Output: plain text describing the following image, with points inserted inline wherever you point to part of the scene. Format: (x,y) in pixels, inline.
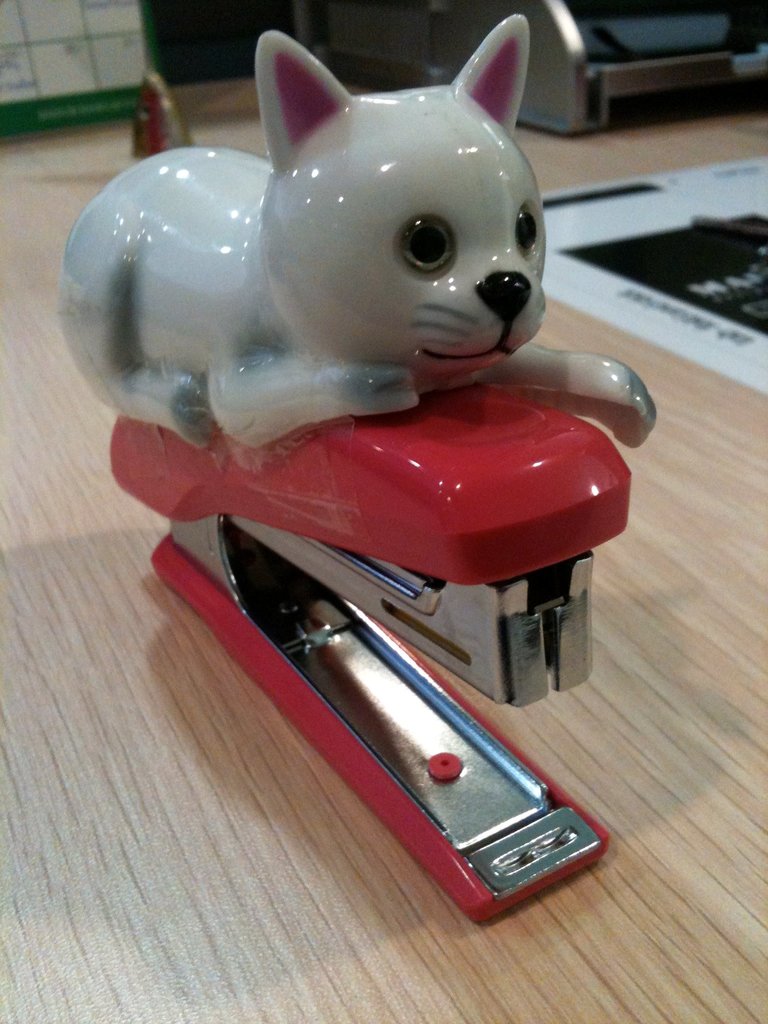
In this picture we can see the red stapler (518,576) with small cat toy (360,313) on the top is placed on the wooden table (274,915).
